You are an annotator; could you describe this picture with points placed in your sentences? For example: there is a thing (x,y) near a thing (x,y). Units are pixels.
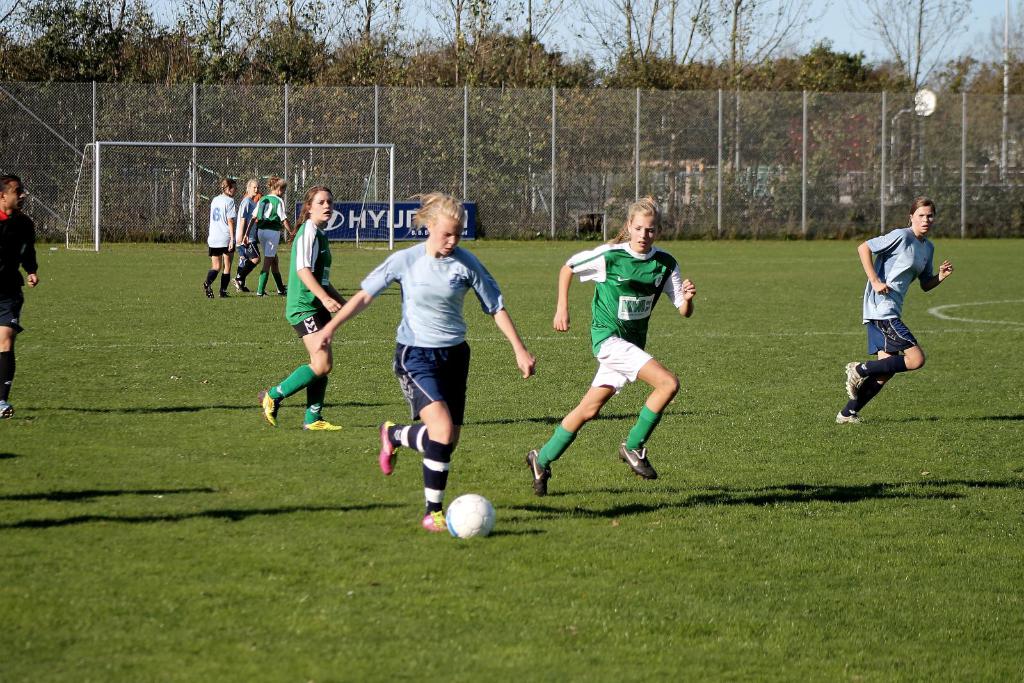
Land (106,368) is covered with grass (316,573). These three people (426,310) are running. In-front of this woman (459,303) there is a ball (460,497). Background (633,88) there are people (230,214), mesh (525,106), trees (933,85) and plants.
